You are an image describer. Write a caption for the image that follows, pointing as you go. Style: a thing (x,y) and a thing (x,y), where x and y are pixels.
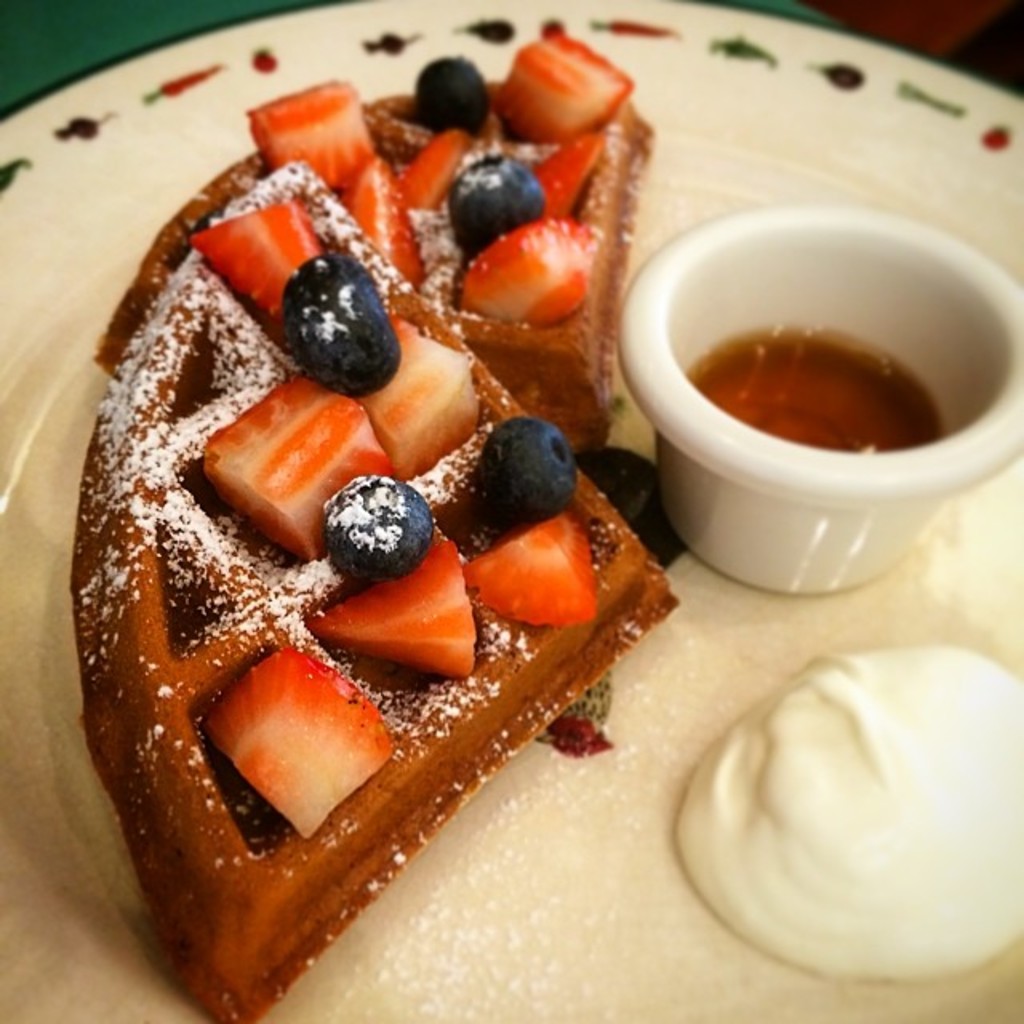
In this image there are some food items (519,693) and a small cup (773,444) with some sauce (792,434) are on the plate (852,1020).
